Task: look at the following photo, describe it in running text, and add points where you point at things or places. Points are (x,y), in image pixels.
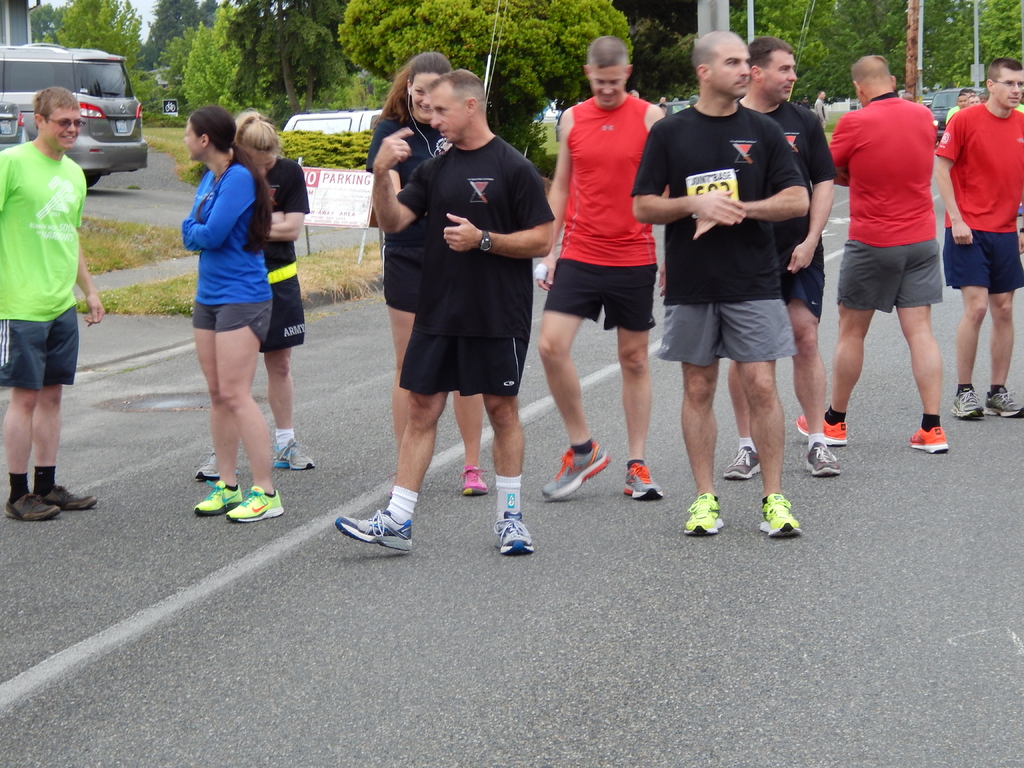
In this image I can see group of people (489,227) are standing on the road (845,213). In the background (306,229) I can see trees (375,56), vehicles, the grass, poles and other objects (347,171).
